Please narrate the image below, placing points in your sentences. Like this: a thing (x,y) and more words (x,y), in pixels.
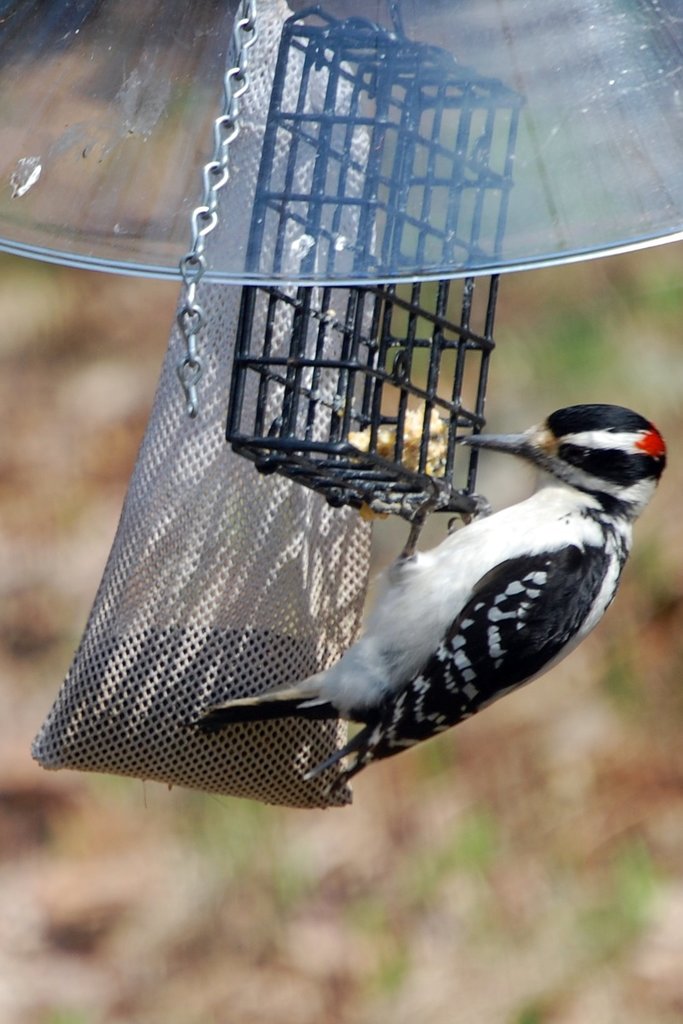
In this image we can see a bird (430,704) beside a cage (337,487). We can also see a bag (126,711) and a chain (235,56) to it.
